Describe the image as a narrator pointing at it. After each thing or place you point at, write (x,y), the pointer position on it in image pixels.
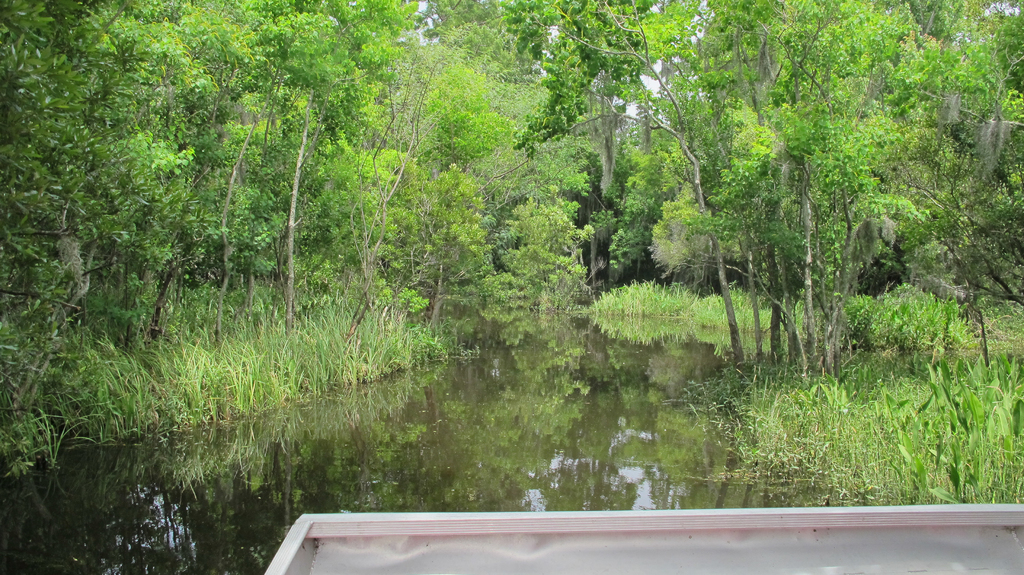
In this image, we can see some trees (829,83) and plants (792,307). There is a lake (484,403) in the middle of the image (464,350). There is an object (622,534) at the bottom of the image (622,534).
